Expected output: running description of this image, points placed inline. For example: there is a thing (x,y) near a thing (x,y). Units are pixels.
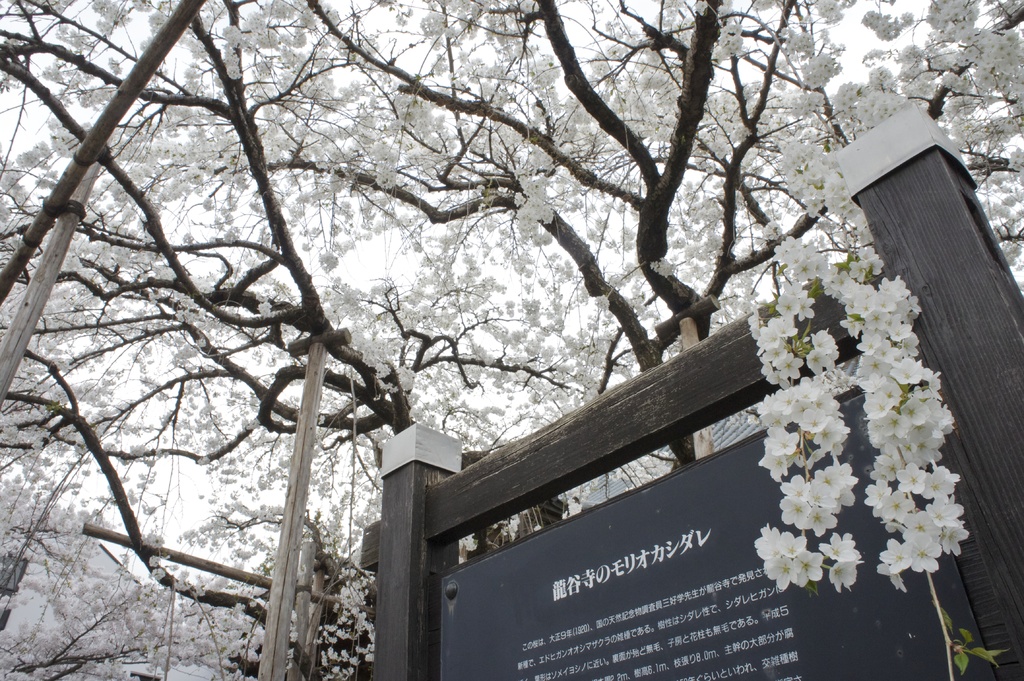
In the image in the center (640,446) we can see one board (545,533) and some text (581,640) on it. And we can see flowers (819,441) on the board (838,614). In the background (519,111) we can see the sky (49,83), clouds (62,88), trees (245,149) and flowers (365,207).
